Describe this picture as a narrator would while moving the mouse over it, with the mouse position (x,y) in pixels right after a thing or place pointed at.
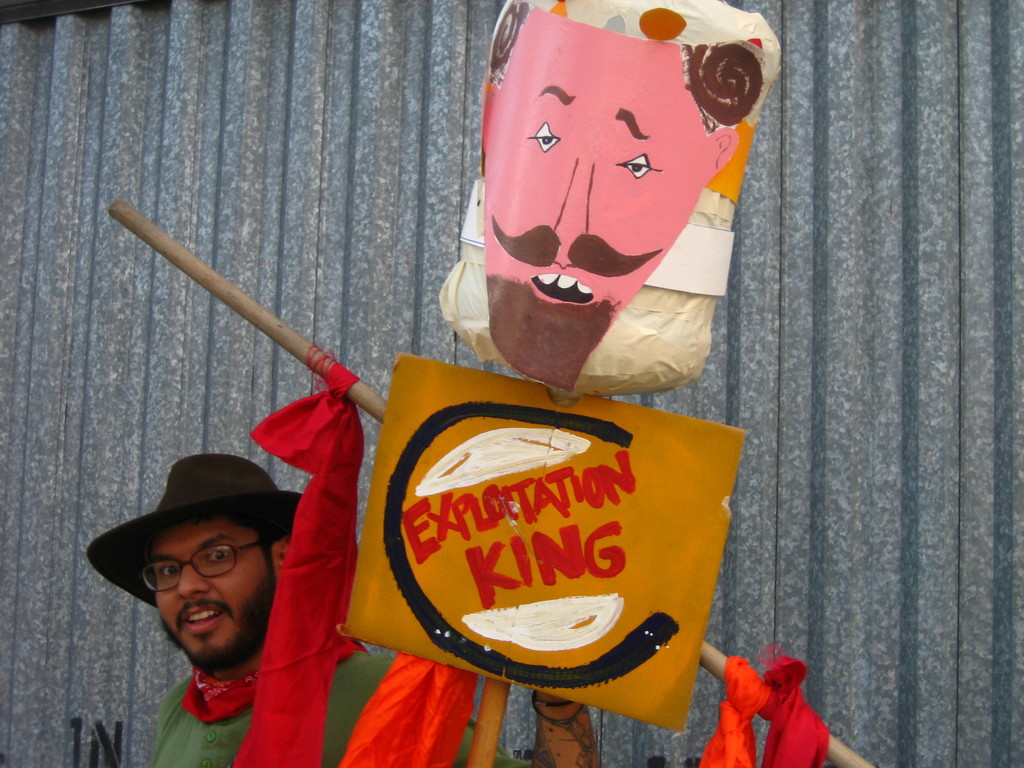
In this picture I can see a stick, on which I see red and orange color clothes (338,614) and I see a paper (490,562) on which there is something written. On the top of this picture (542,124) I can see other pages (494,117), on which there is a drawing (584,136). In the background (226,744) I can see a man (108,540) and I see that he is wearing a hat (243,510) and spectacle (213,566) and I see something is written on the bottom of this picture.
